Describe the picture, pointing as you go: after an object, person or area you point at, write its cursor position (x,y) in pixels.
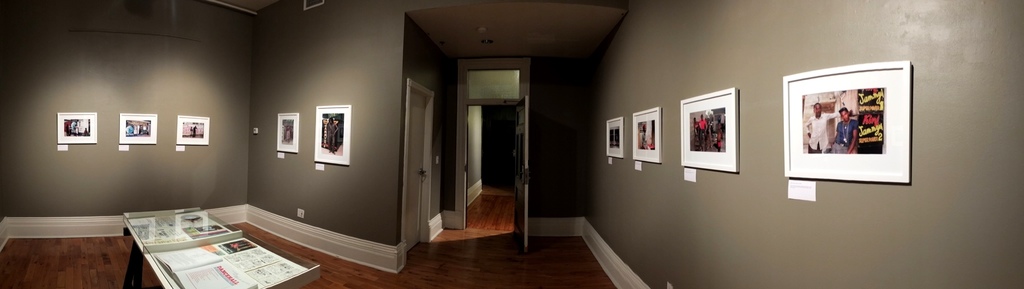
This image is taken in the room (93,155). In this image there are photo frames (326,137) placed on the walls (596,157). On the left (289,288) there is a table (163,271) and we can see a book (218,273) and newspapers (234,252) placed on the table (164,214). We can see doors (413,120). At the bottom (456,270) there is a floor (377,272).
